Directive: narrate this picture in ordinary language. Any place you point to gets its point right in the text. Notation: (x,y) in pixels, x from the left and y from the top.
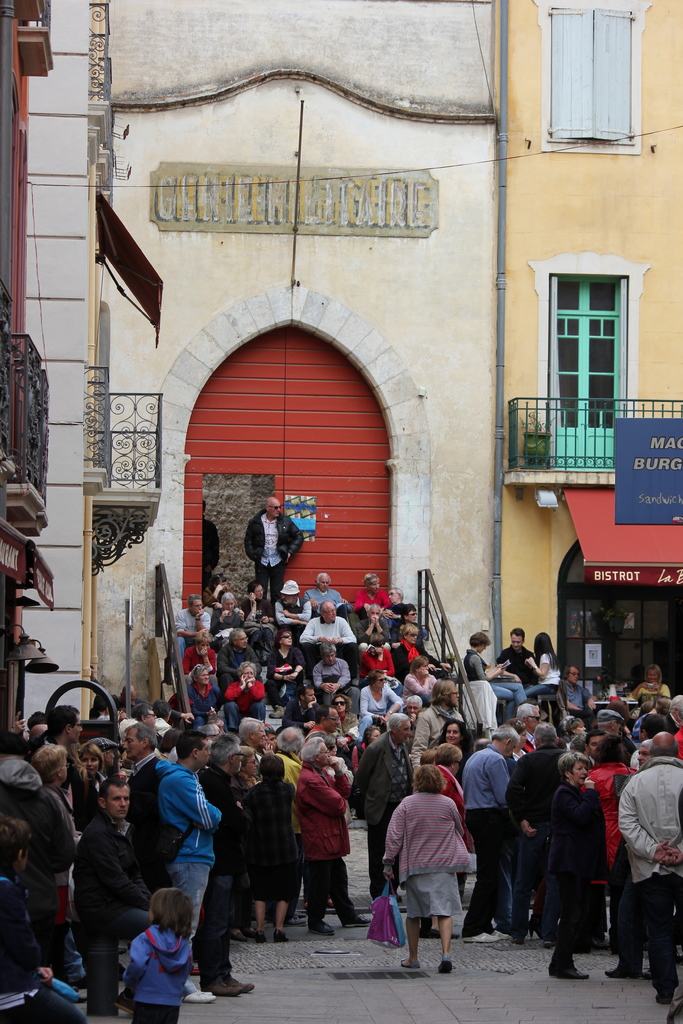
In this picture there are few persons (326,827) standing and there are few other persons (296,626) sitting on a stair case (320,641) and there are buildings (627,303) on either sides of them.
